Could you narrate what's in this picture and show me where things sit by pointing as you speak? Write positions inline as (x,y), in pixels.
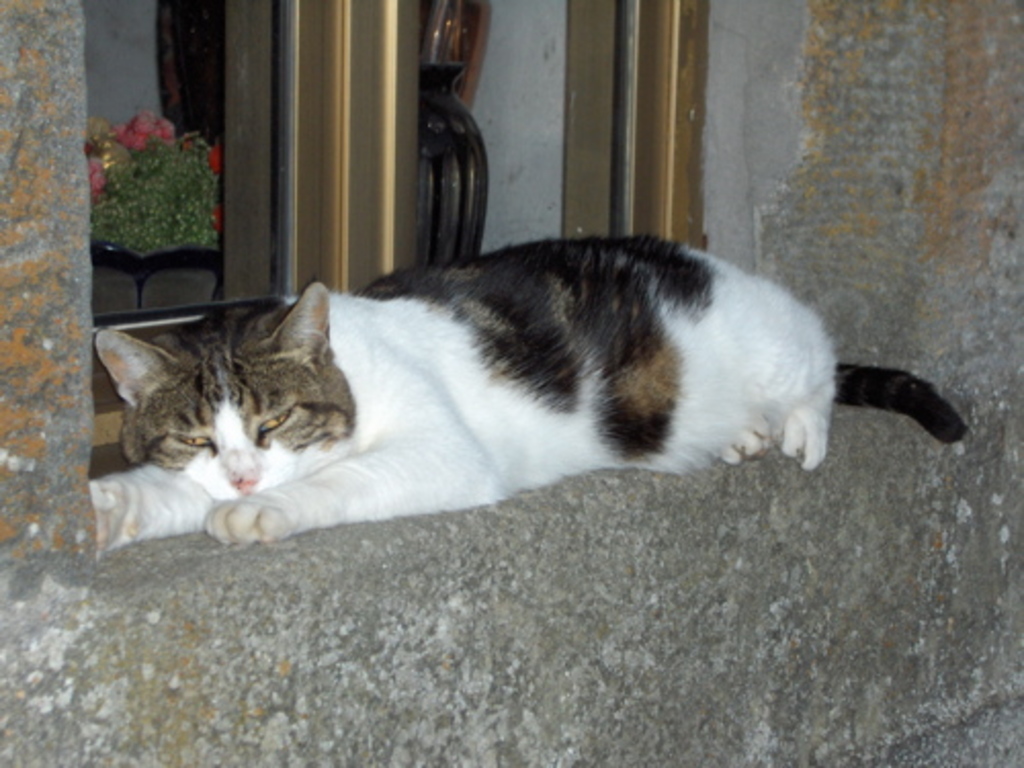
In this picture we can see a cat (411,465) lying on the platform (102,554) and we can see window (640,23), wall (542,85), vase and objects (455,9).
